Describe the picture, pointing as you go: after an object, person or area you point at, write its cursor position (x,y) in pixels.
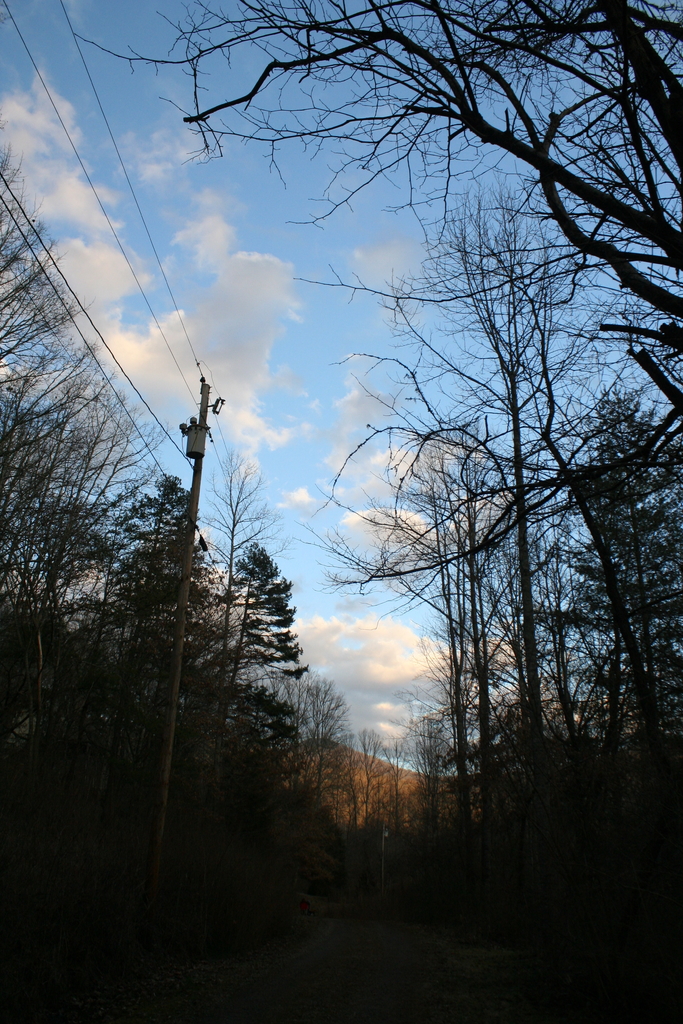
In this image we can see few trees (170,846), pole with wires (24,236) and the sky (318,296) with clouds (259,302) in the background (292,379).
